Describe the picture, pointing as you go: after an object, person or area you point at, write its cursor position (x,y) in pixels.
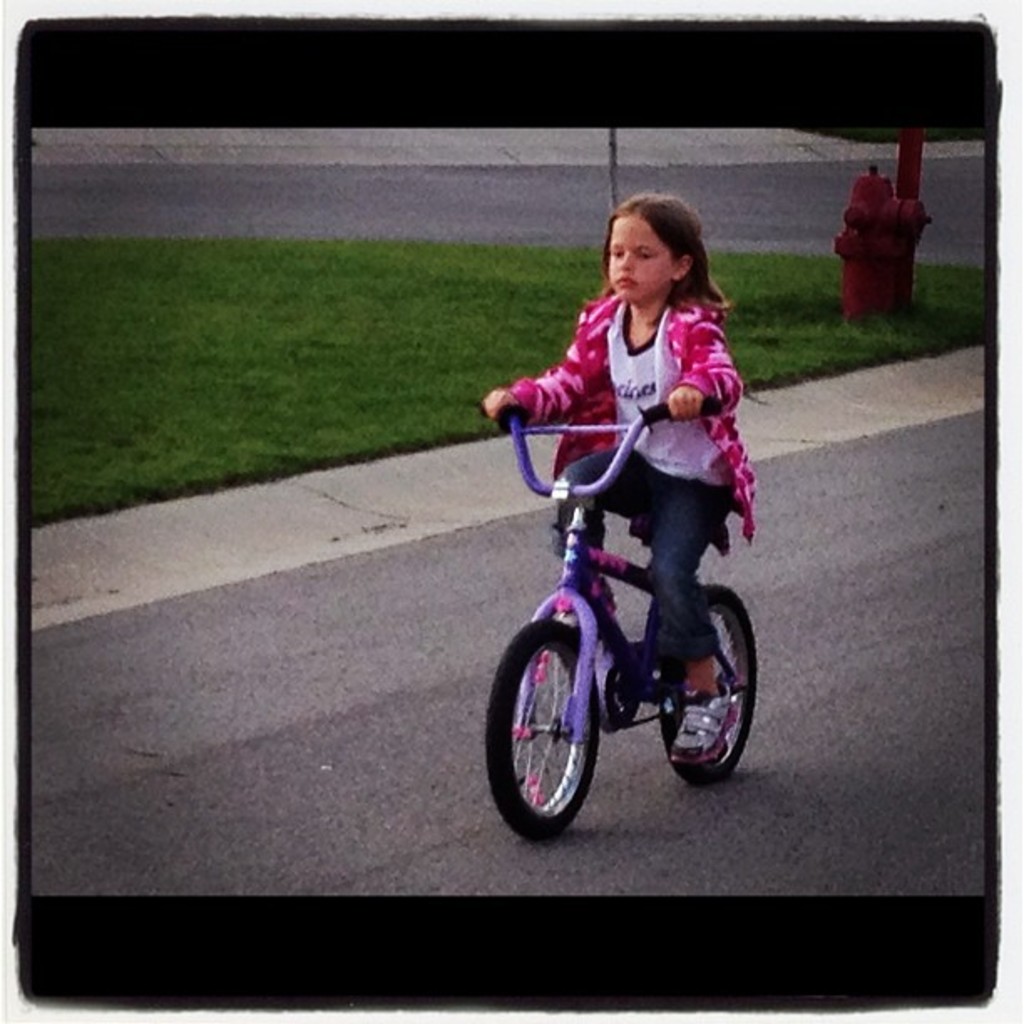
This image consists of a girl (704,542) who is riding bicycle (733,608). It is in purple color. There is grass (353,372) in the middle (449,419). There is a water pump (890,284) on the right side (904,223).
